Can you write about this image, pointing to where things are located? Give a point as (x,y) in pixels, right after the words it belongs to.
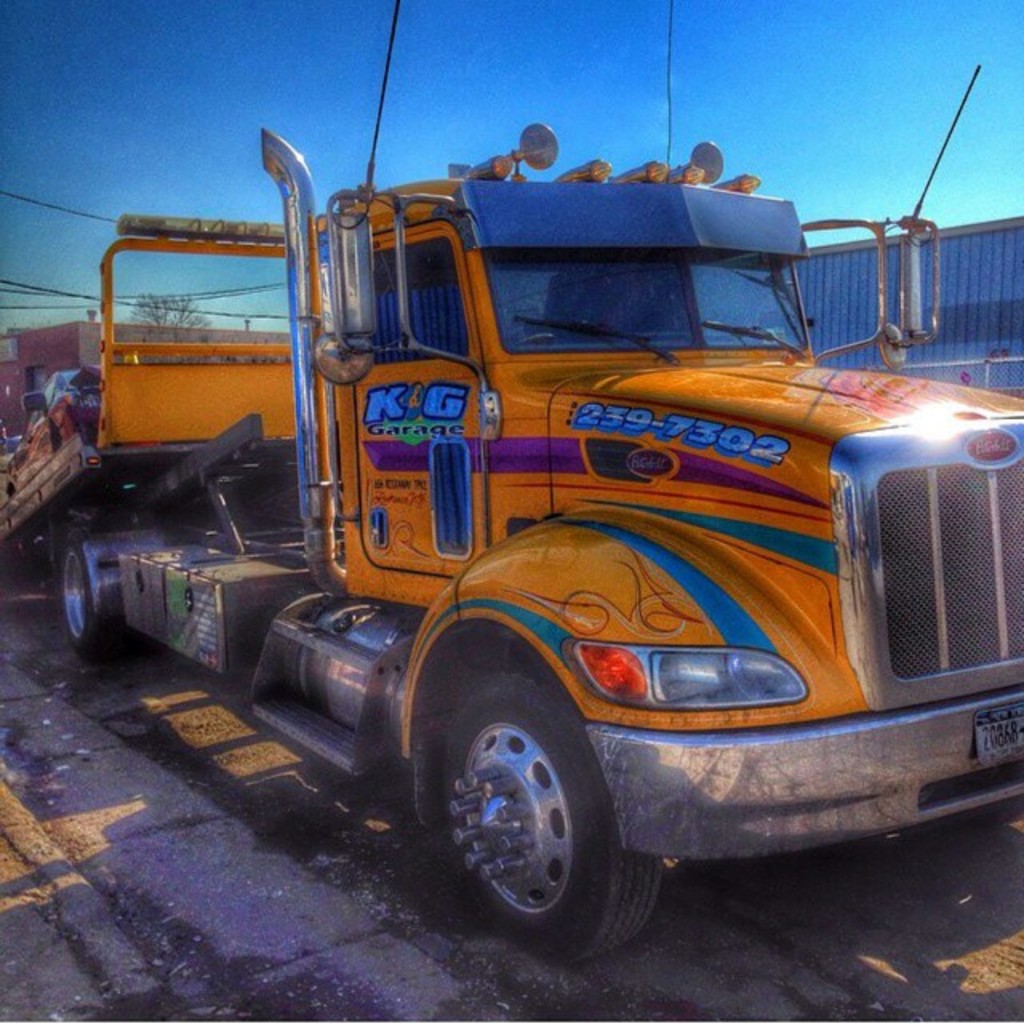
This image is taken outdoors. At the top of the image (658,91) there is the sky (441,54). At the bottom of the image (309,941) there is a road (156,836). In the background (168,303) there is a tree (159,312) and there are a few wires (2,281). In the middle of the image (488,386) there is a truck (372,398) parked on the road (433,996).
